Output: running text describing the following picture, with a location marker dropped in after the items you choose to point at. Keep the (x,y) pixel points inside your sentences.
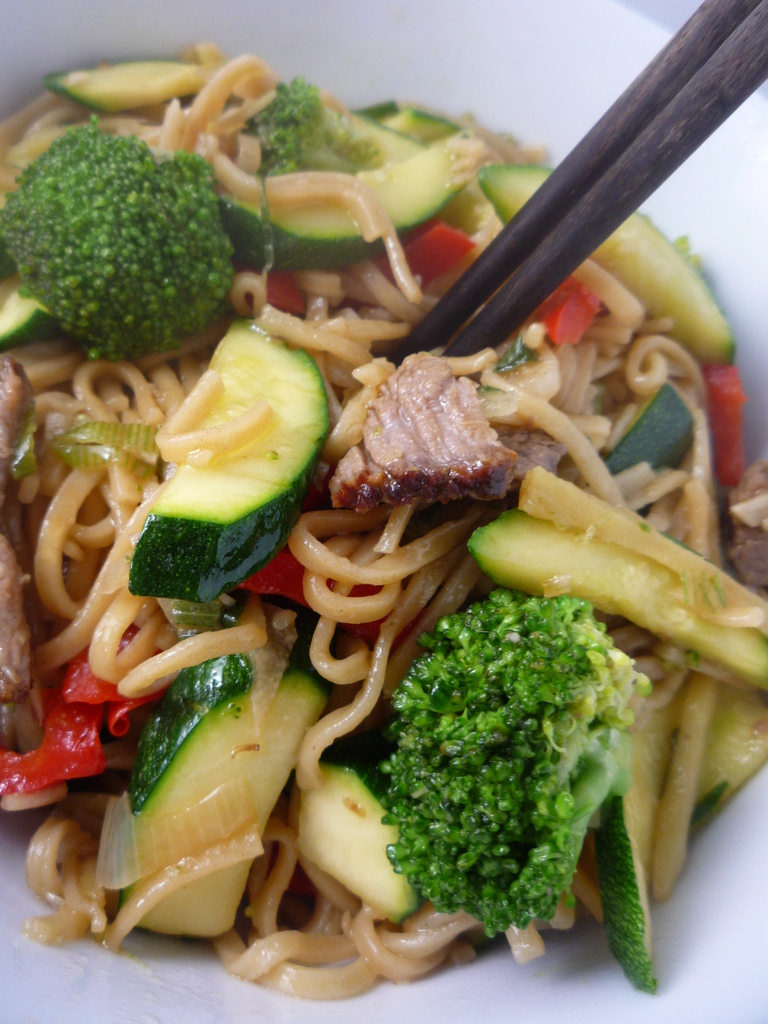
In this picture I can observe some food (380,597) placed in the plate (344,69). I can observe broccoli (104,231) in the plate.
